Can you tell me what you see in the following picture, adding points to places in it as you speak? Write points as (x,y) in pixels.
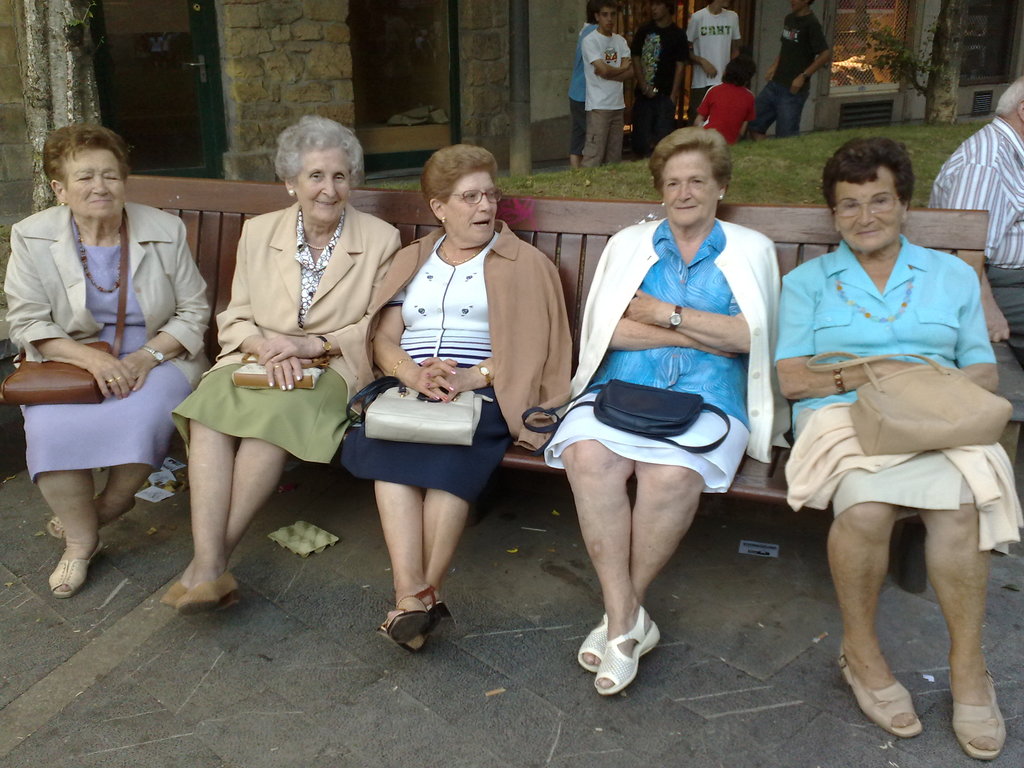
In this picture we can see five women (619,347) are sitting on a bench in the front (798,348), there are bags (861,388) on their laps (501,417), in the background (645,34) there are some people (724,35) and walls (759,11), we can see a plant (936,49) and grass (914,125) in the middle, on the right side (970,138) there is another person (994,213).
